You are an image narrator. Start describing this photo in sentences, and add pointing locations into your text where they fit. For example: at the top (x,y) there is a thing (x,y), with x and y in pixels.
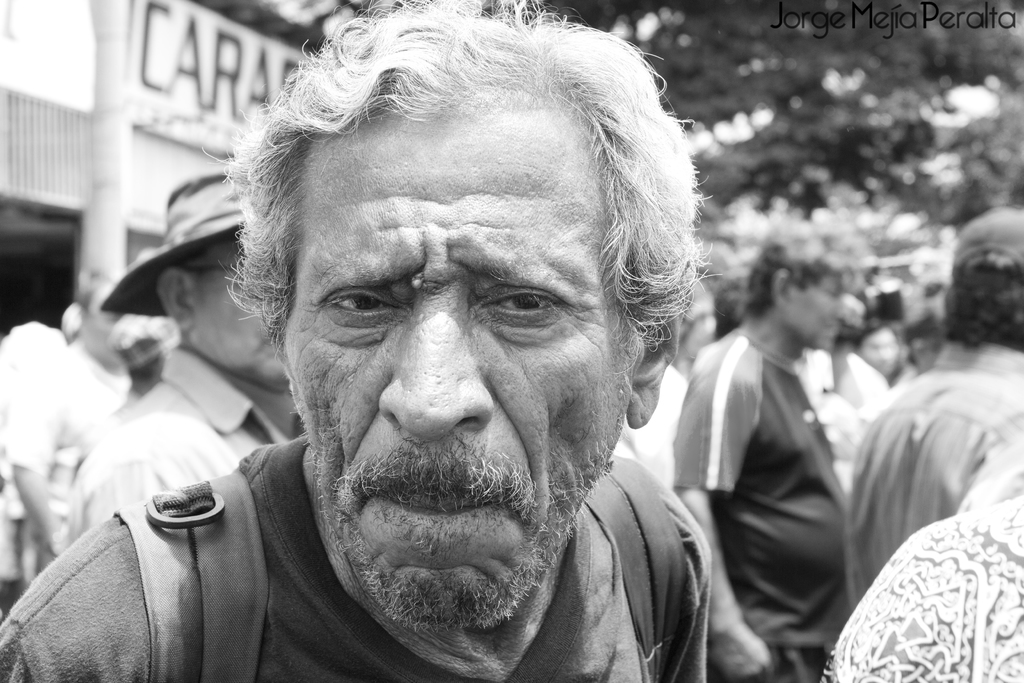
In the center of the image (627,366) we can see a man (432,543) wearing a bag (184,572). In the background (126,489) there are people (725,350), trees (772,147) and a building (92,148).
